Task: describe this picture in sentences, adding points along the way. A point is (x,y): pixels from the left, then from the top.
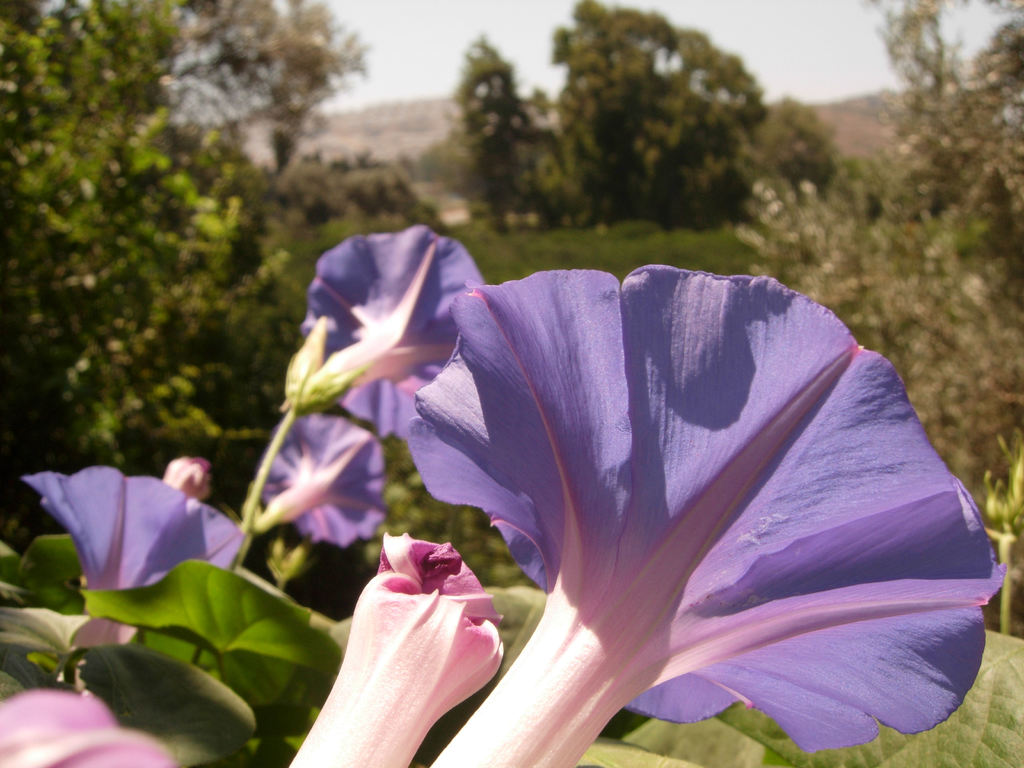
In the front of the image (528,488) there are flowers (132,570) and leaves (182,564). In the background of the image (893,284) there are trees (667,126), grass (631,256) and sky (464,19).
